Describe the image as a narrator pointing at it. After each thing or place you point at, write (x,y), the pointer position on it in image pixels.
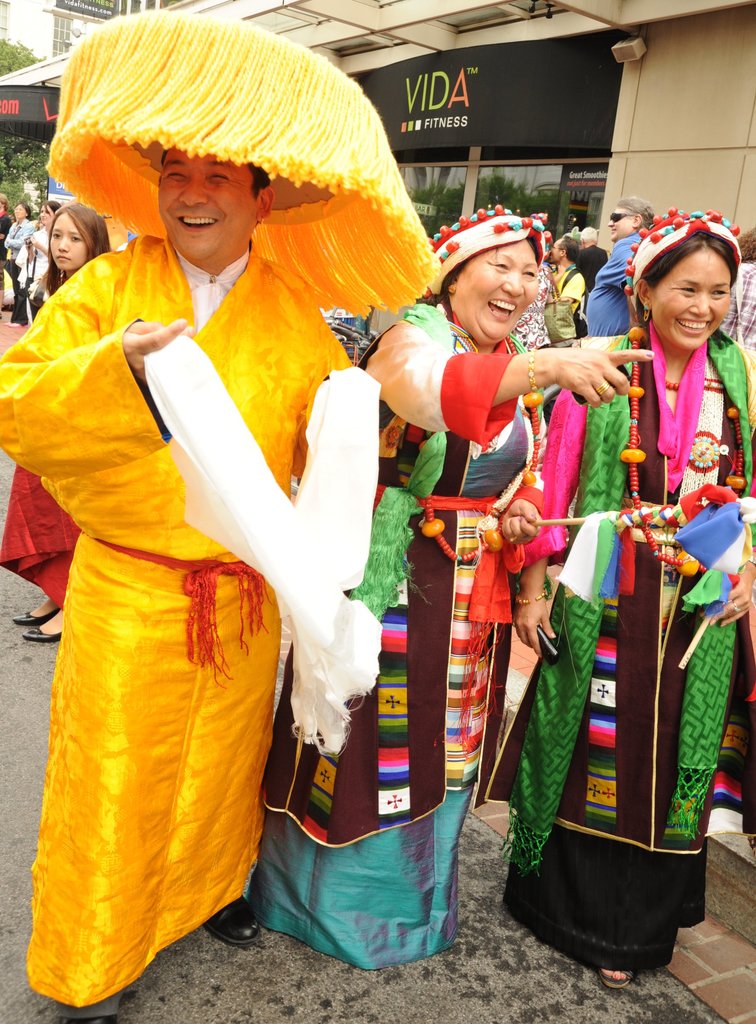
In this image a person (149,632) wearing a yellow dress (124,917). He is wearing cap (246,151). Beside him there are two women (443,584) wearing dress (373,955) are standing on the road (483,931). They are holding sticks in their hand (521,506). Behind them there are few persons (43,265) standing. Behind them there are few buildings (414,103). Left side (31,175) there are few trees (9,70).
